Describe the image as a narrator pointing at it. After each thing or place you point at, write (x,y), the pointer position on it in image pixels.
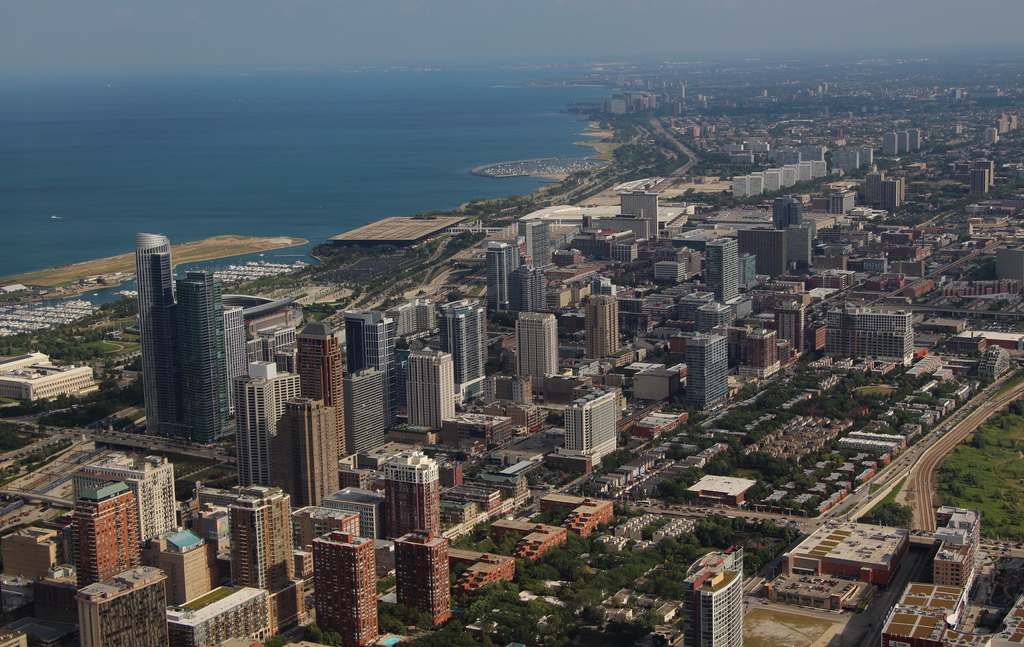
This is an overview of a city (365,226) where we can see buildings (681,352), trees (843,473) and a surface of water (385,145).
